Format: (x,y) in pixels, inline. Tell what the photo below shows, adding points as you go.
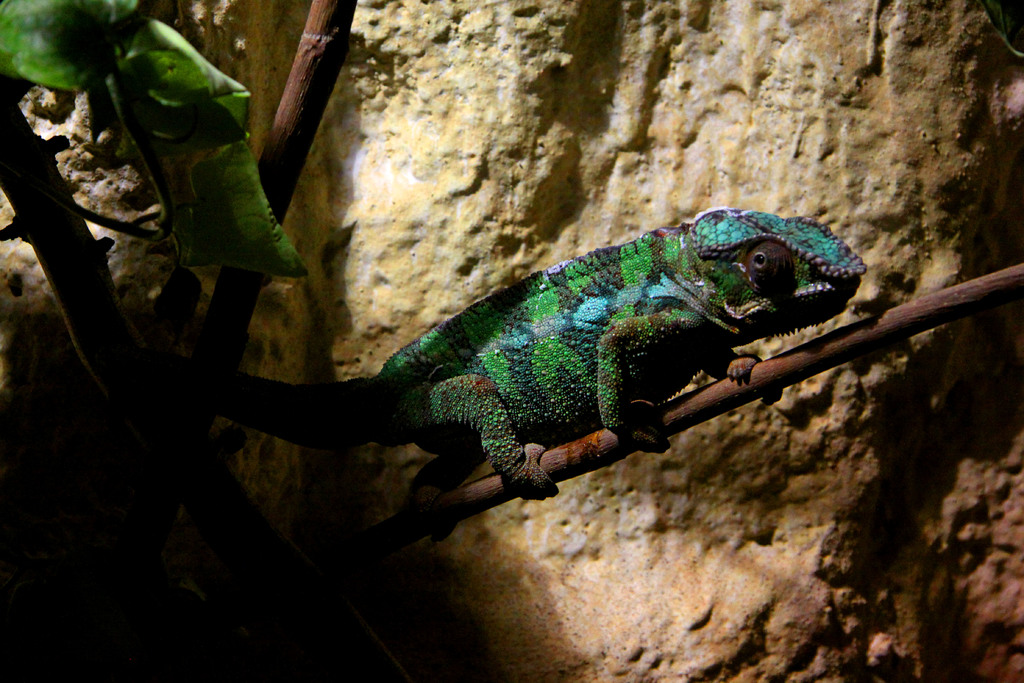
In this picture we can see green and blue chameleon (639,386), sitting on the plant branch (584,461). Behind we can see brown rock (519,183).
